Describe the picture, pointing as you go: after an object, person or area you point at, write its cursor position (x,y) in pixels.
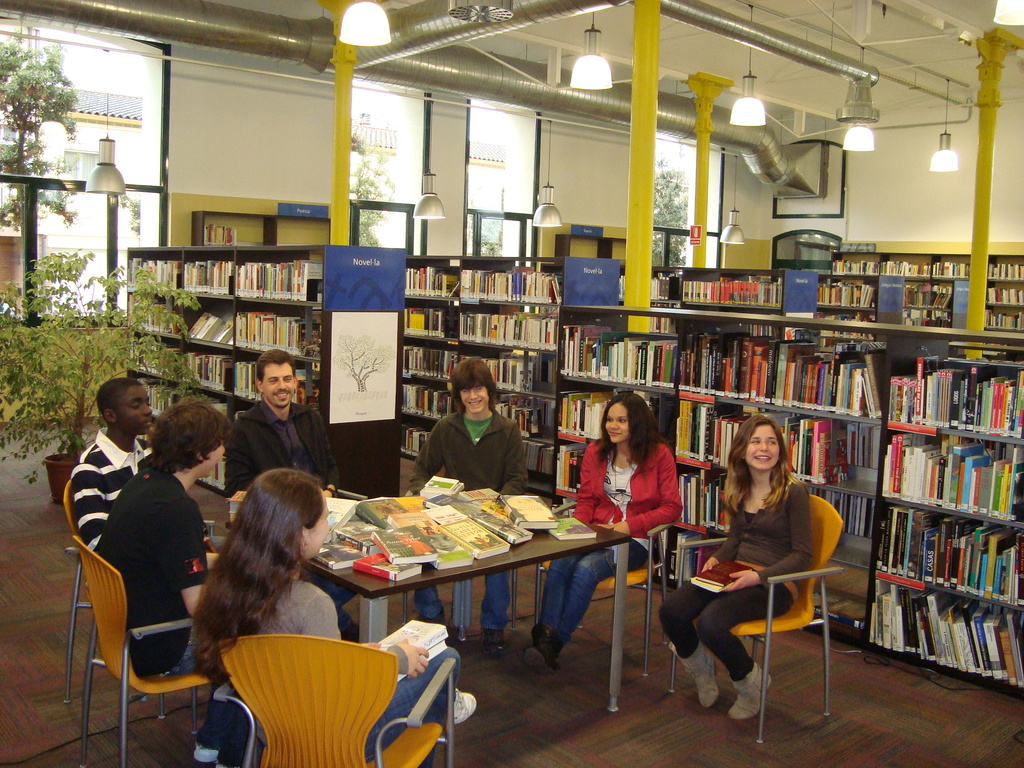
There are some people (203,584) sitting in the chairs (332,655) around the table (449,525) on which some books (411,542) were placed. There are men (134,545) and women (261,568) in this group (146,560). Behind them there is a shelves (646,386) in which some books (658,365) were placed. In the background (83,322) there is a plant's (86,317) windows (95,218) and a walls (251,163) here.
